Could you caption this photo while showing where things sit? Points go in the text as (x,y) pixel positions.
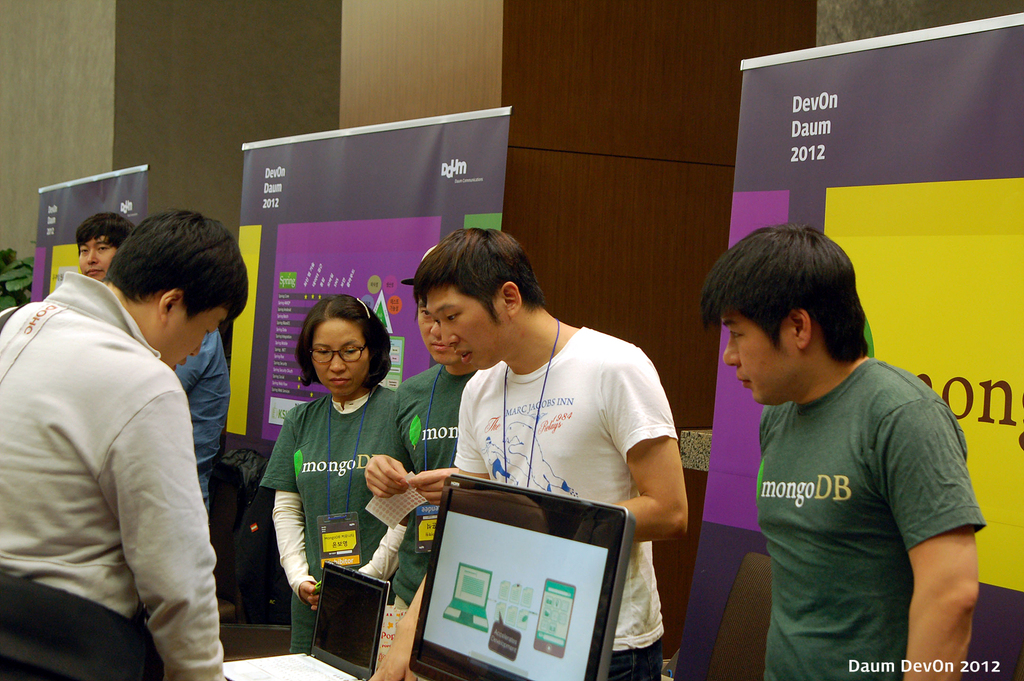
Here we can see few persons (326,353) are standing and there is a monitor (422,637) and laptop (361,659). In the background (577,318) there are hoardings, wall (259,78) and a plant (20,276) on the left side (1,270).
